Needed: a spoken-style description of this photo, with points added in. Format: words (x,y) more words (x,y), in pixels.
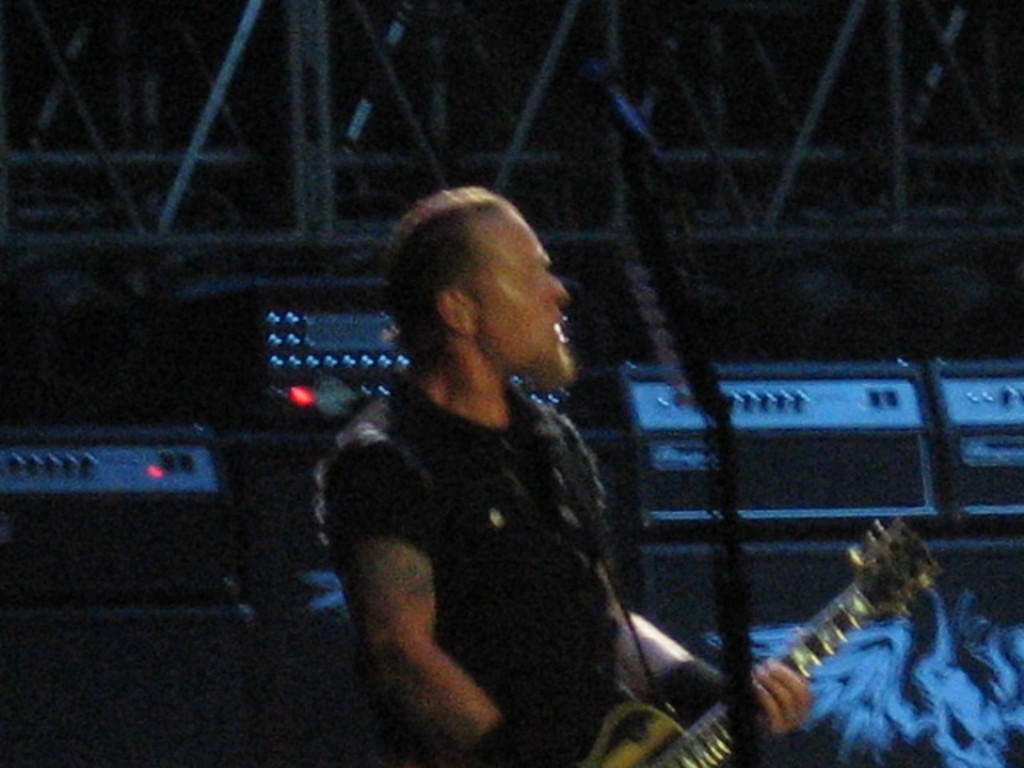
In this image I can see a person (409,523) holding a guitar (616,736).
